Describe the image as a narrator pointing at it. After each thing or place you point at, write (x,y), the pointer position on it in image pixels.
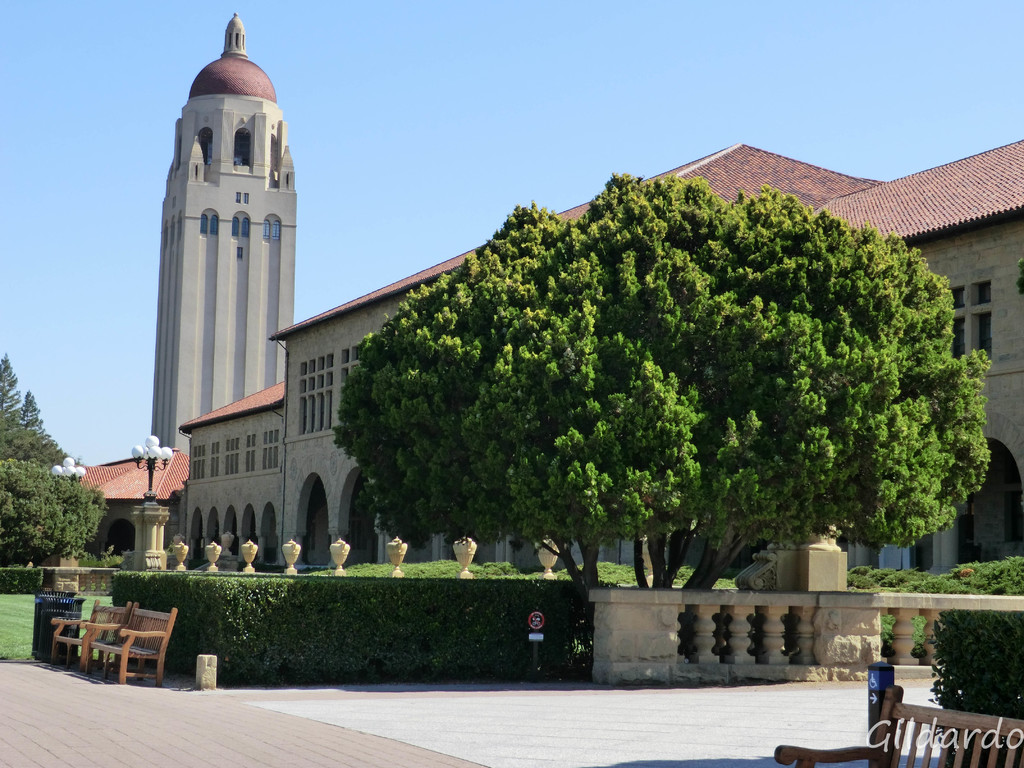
As we can see in the image there are trees (715,389), plants (348,600), benches (150,632), grass (6,611), street lamps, buildings (234,326) and at the top (532,38) there is sky (495,2).
